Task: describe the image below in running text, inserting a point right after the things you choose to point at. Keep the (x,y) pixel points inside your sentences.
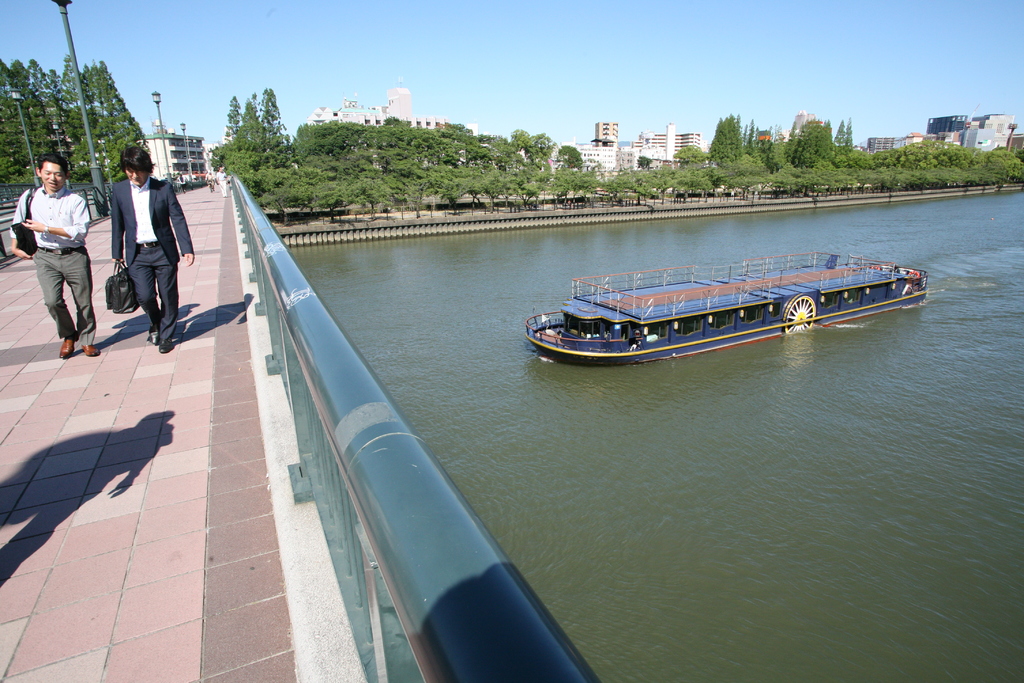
In the picture we can see some persons (167,252) walking along the bridge (201,232), on right side of the picture (735,326) there is a ship (691,327) which is moving on water (671,475) and in the background of the picture (470,148) there are some trees (523,166) and buildings (1007,141) and top of the picture (652,37) there is clear sky (619,29).
